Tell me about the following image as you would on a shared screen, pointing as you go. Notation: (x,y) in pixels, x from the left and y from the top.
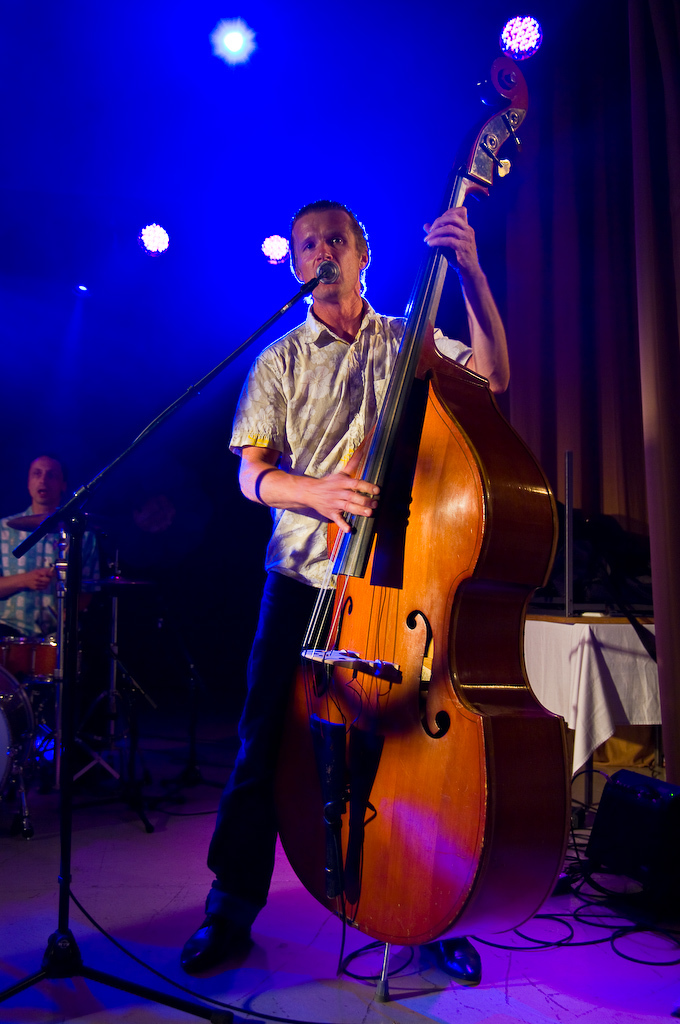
In the picture we can see a man (222,801) standing and singing a song in the microphone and playing a musical instrument (401,806), behind him we can see another man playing a musical instrument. In the background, we can see some lights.
